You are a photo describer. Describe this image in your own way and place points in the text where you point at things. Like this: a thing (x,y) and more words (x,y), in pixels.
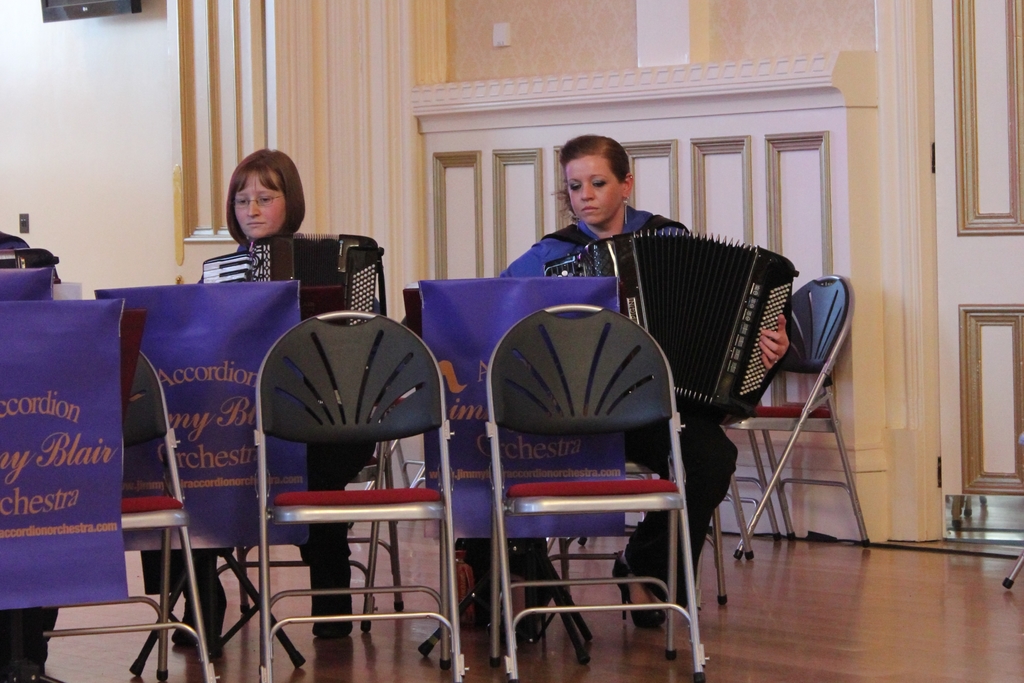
2 people (262,195) are sitting and playing accordions (312,274). in front of them there are chairs (398,506). behind them there is a wall (61,123).
